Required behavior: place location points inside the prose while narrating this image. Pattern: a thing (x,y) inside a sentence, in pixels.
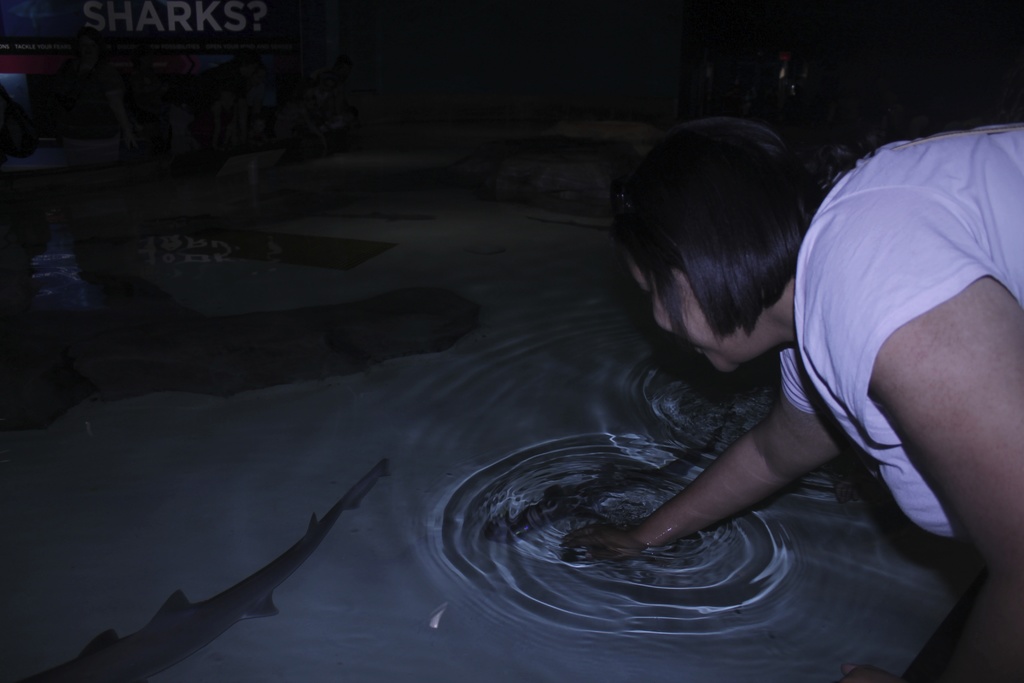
In this picture there are sharks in the water (412,253) in the center of the image (590,454) and there is a lady (740,285) on the right side of the image (961,351).
